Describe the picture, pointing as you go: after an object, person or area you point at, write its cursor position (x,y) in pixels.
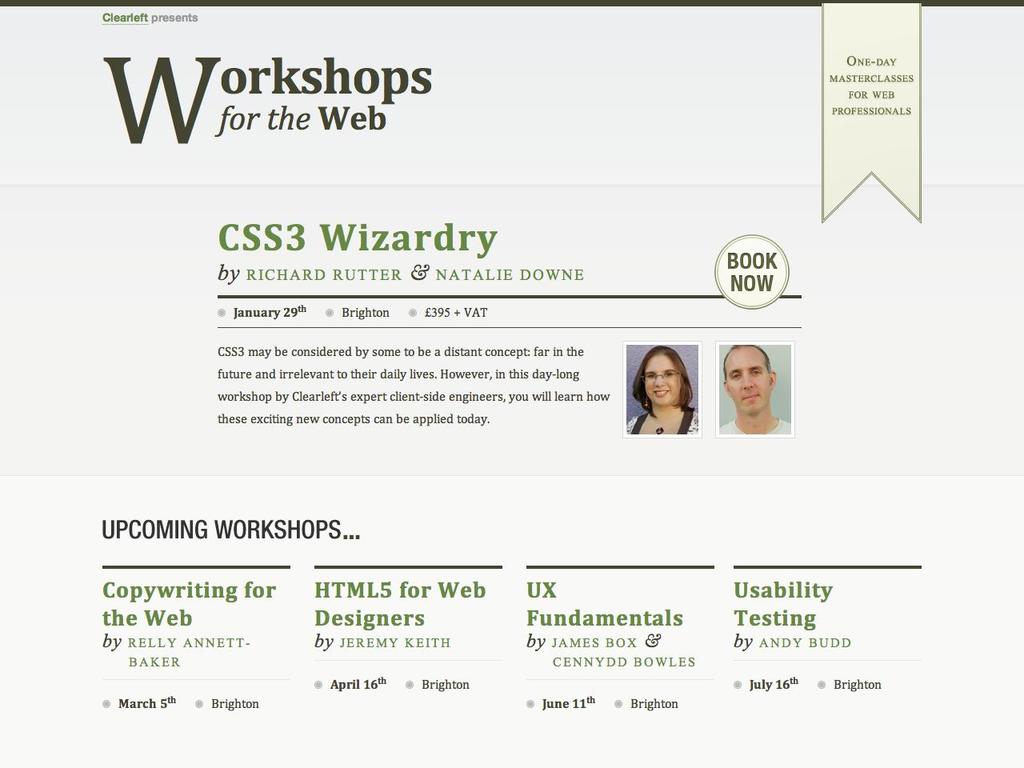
In this image we can see a poster (475,424) with some text (451,358) and images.
